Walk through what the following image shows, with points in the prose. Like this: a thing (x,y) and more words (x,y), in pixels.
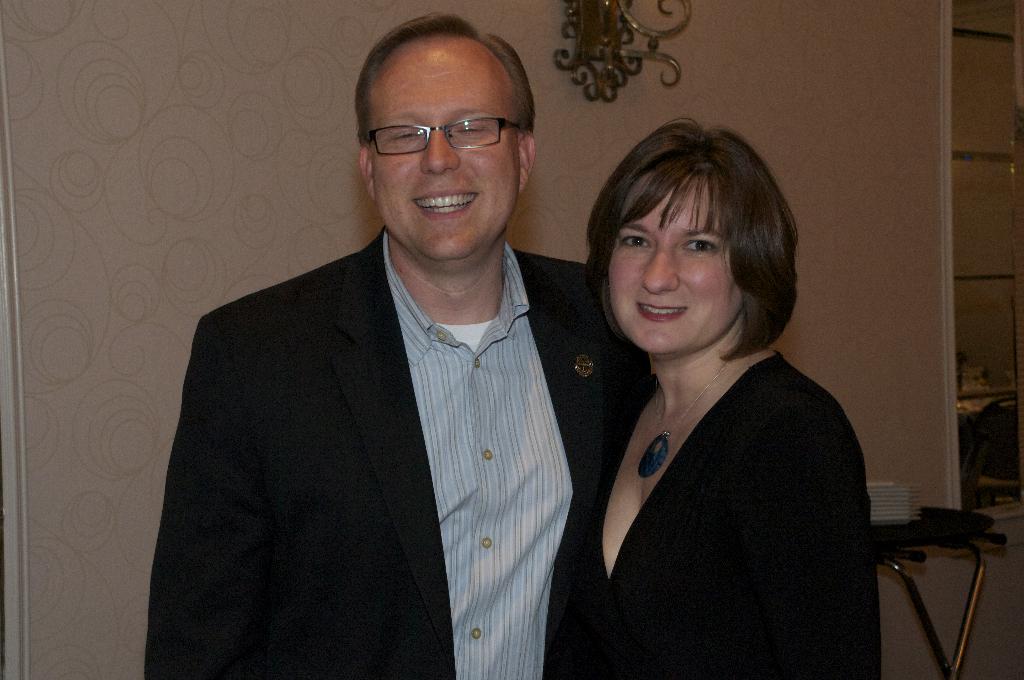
In the middle of the image (364,277) two persons (410,120) are standing and smiling. Behind them we can see a wall (825,178) and table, on the table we can see some plates (895,499).
